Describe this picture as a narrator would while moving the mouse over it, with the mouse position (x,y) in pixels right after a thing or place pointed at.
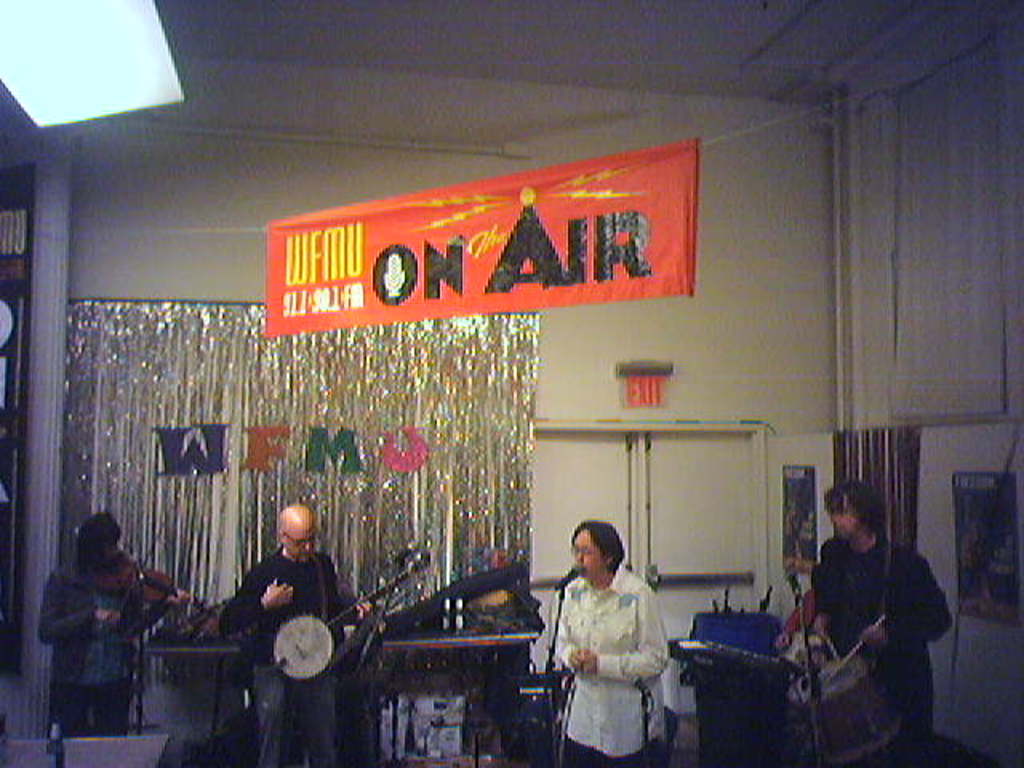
In this image I can see few people (889,625) standing and holding musical instruments (834,711). I can see mics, stands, doors (551,479) and a white wall (570,389). I can see an orange banner (460,281).
